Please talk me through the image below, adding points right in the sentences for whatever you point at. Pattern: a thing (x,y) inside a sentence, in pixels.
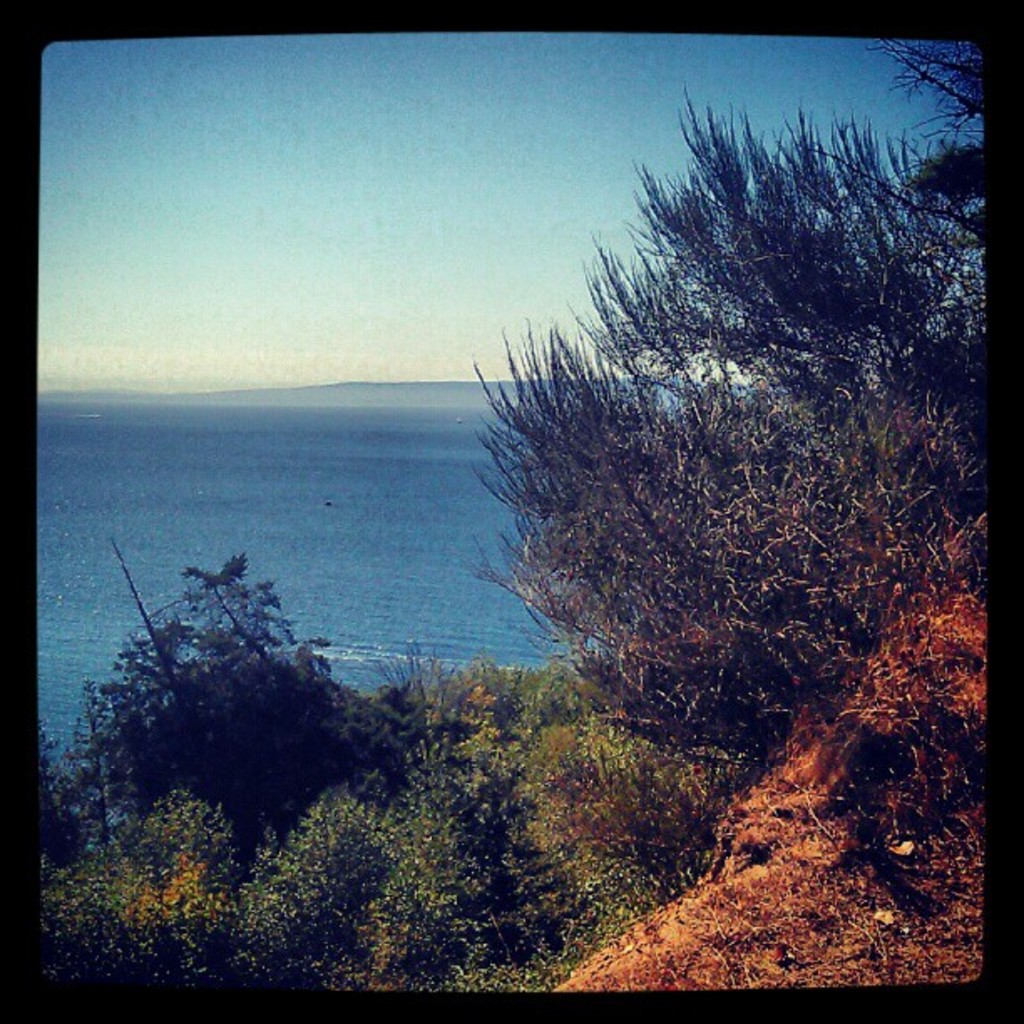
This image is taken outdoors. At the top of the image (291,143) there is a sky (318,188). in the middle of the image (343,559) there is sea (307,482). At the bottom of the image (688,707) there are a few plants (654,830) on the ground (820,945).
